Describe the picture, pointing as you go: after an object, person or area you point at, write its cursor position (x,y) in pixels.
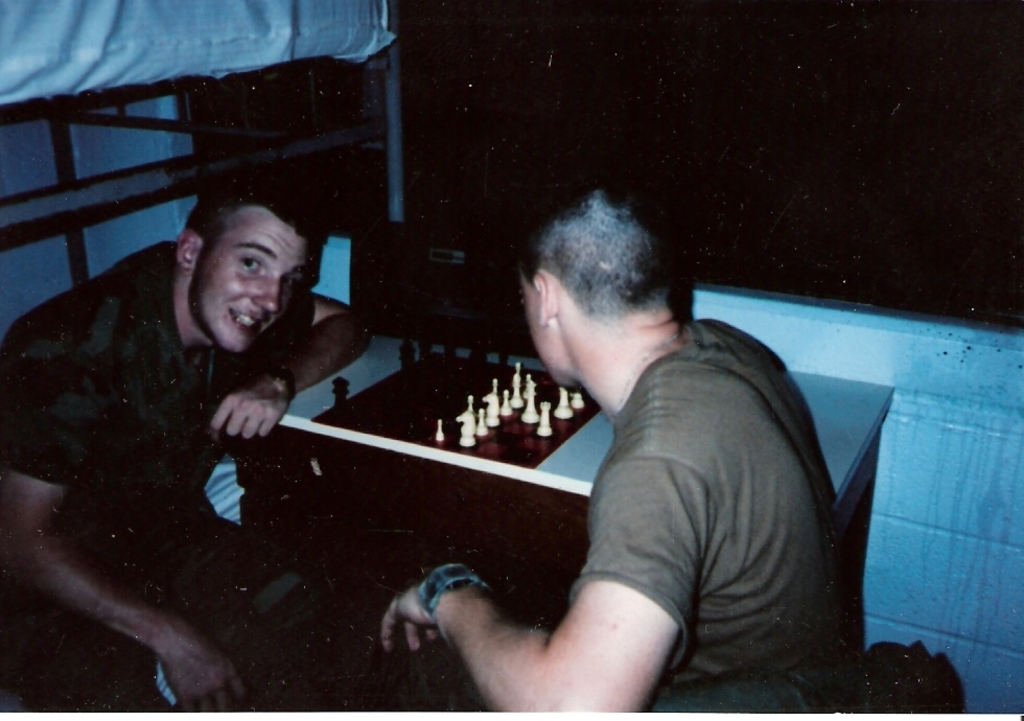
As we can see in the image there are two people (558,704) sitting. In front of them there is a table (580,439). On table (578,452) there is a chess board (512,415) and coins (531,396).
